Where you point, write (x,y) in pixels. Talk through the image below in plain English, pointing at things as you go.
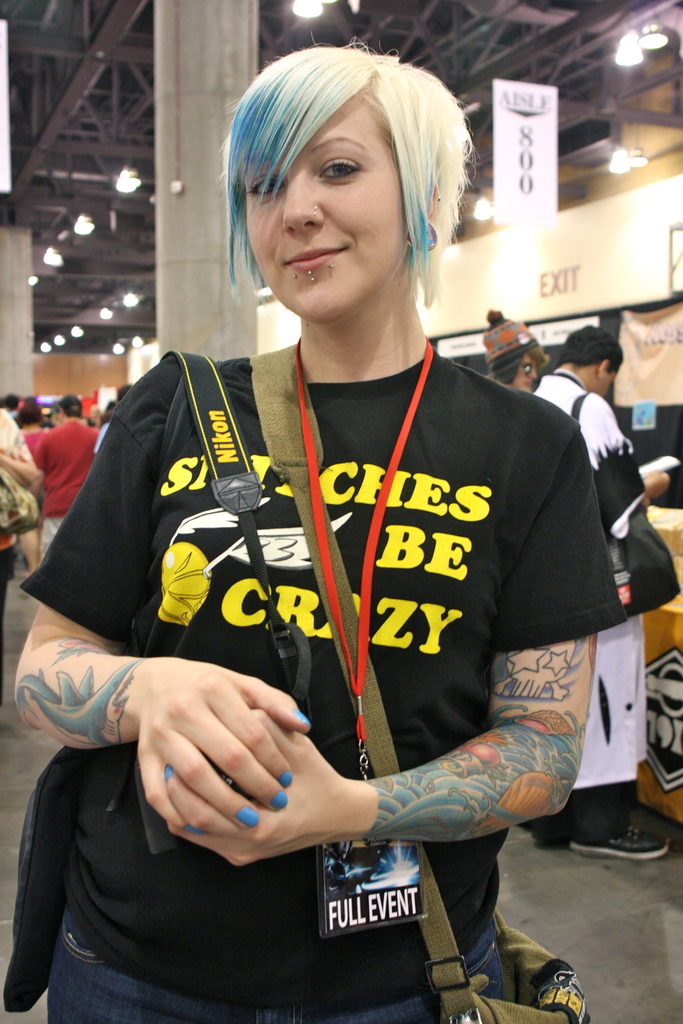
In this image we can see a woman (358,610) wearing a bag (277,430) standing on the floor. On the backside (134,86) we can see a roof (139,159) with ceiling lights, pillar (166,153) and people (63,413) standing.
